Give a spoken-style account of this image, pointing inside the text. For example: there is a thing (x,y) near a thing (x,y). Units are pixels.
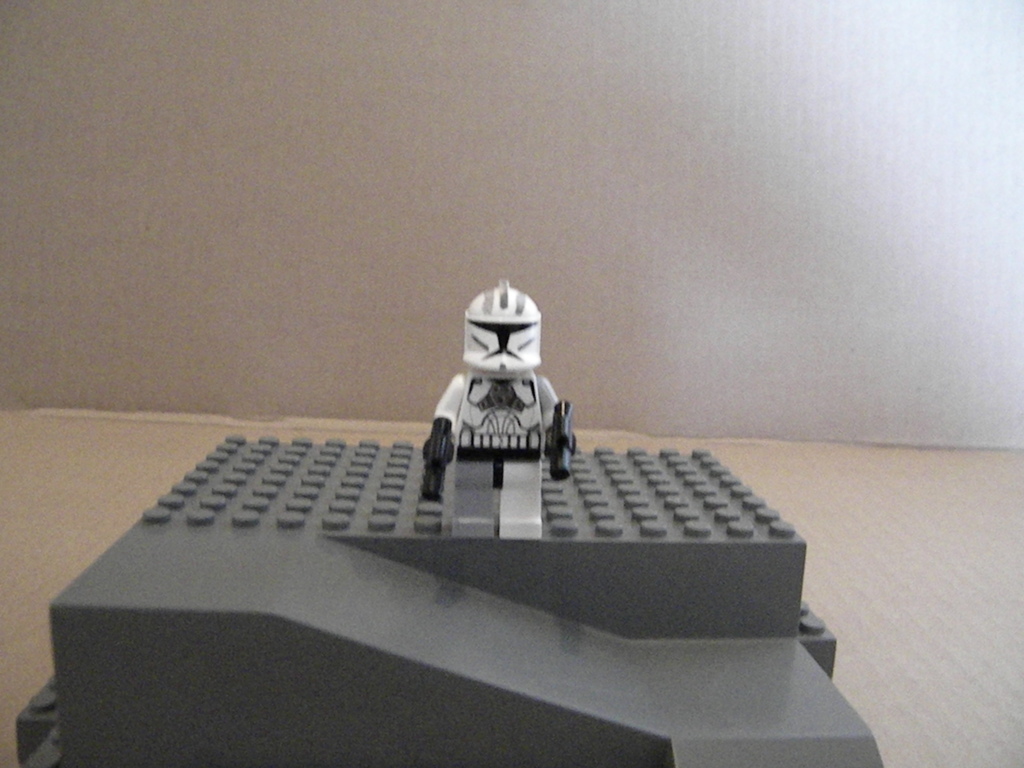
In this image there is a gadget (436,562) and a toy (506,412), in the background (632,66) there is a wall (311,244).
